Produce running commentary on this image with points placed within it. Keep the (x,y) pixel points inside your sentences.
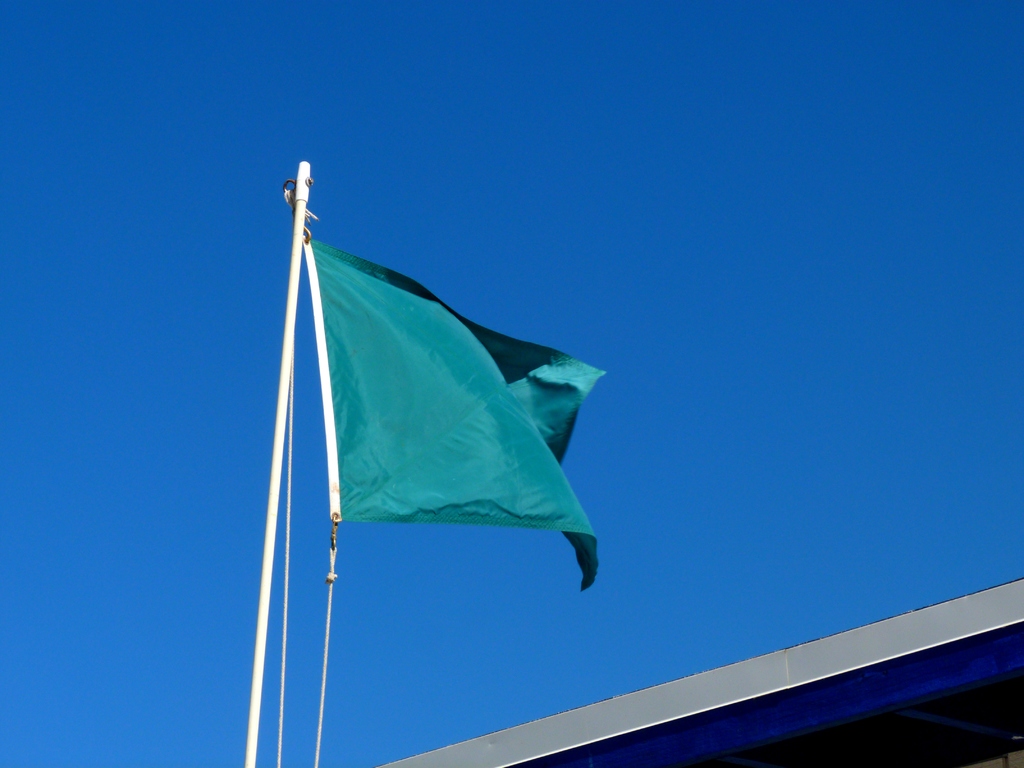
In this image I can see the flag (395,472) to the white color pole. To the side I can see the building (788,723). And I can see the blue background (52,60).
